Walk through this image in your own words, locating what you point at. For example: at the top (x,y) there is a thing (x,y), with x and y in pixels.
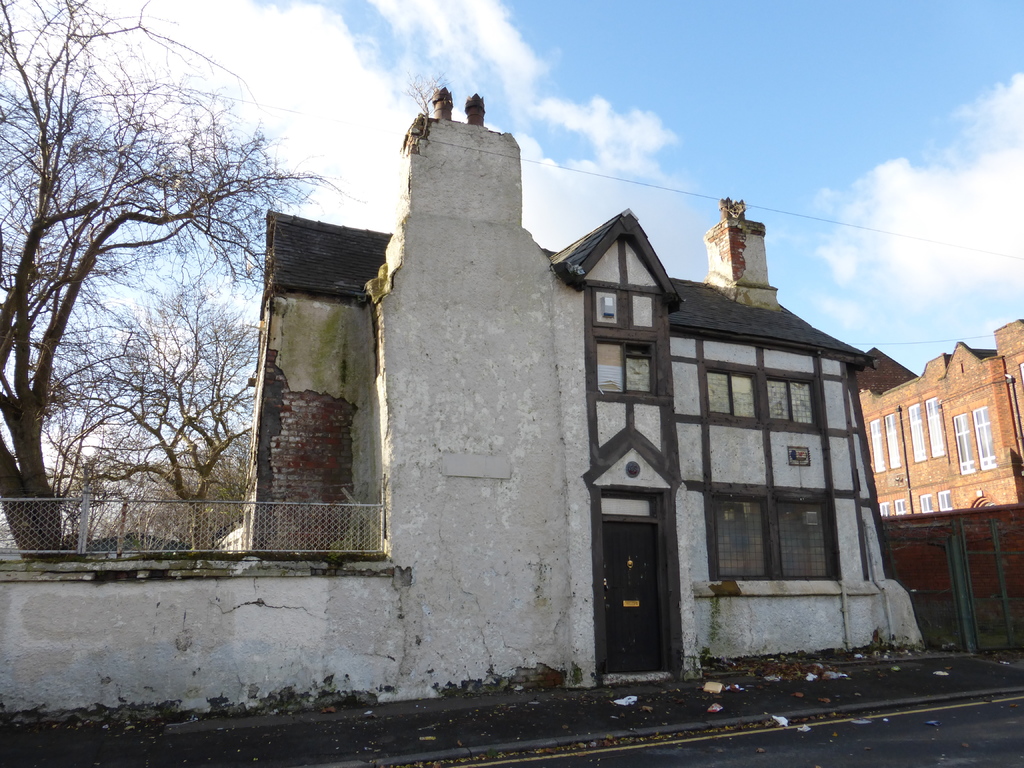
In the picture we can see the road (897,733), stone wall (584,600), door (641,621), dry trees (245,490), houses (622,448), wire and the blue color sky (283,113) with clouds (977,167) in the background (980,147).
